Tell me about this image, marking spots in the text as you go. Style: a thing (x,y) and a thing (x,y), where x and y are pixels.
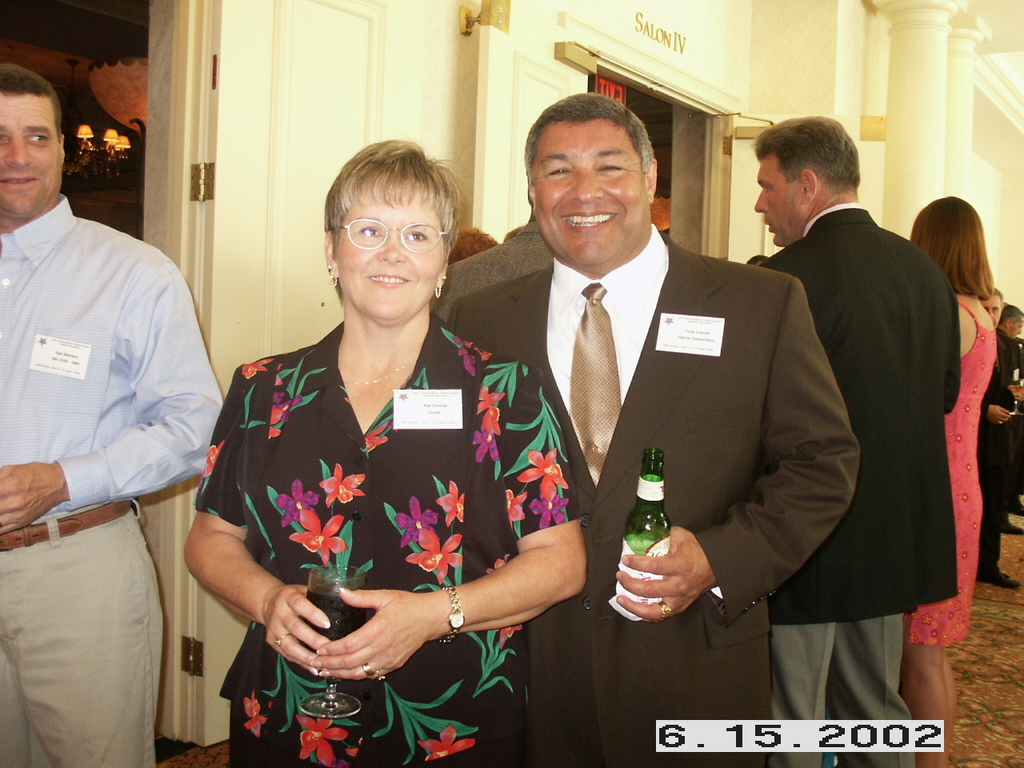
As we can see in the image there are few people (565,437) here and there, wall (727,32), window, door (206,123) and chandelier (127,149). The woman (433,357) standing in the front (378,479) is wearing black color dress (408,514) and holding a glass (347,634). The man (516,357) over here is holding a bottle (663,532).
